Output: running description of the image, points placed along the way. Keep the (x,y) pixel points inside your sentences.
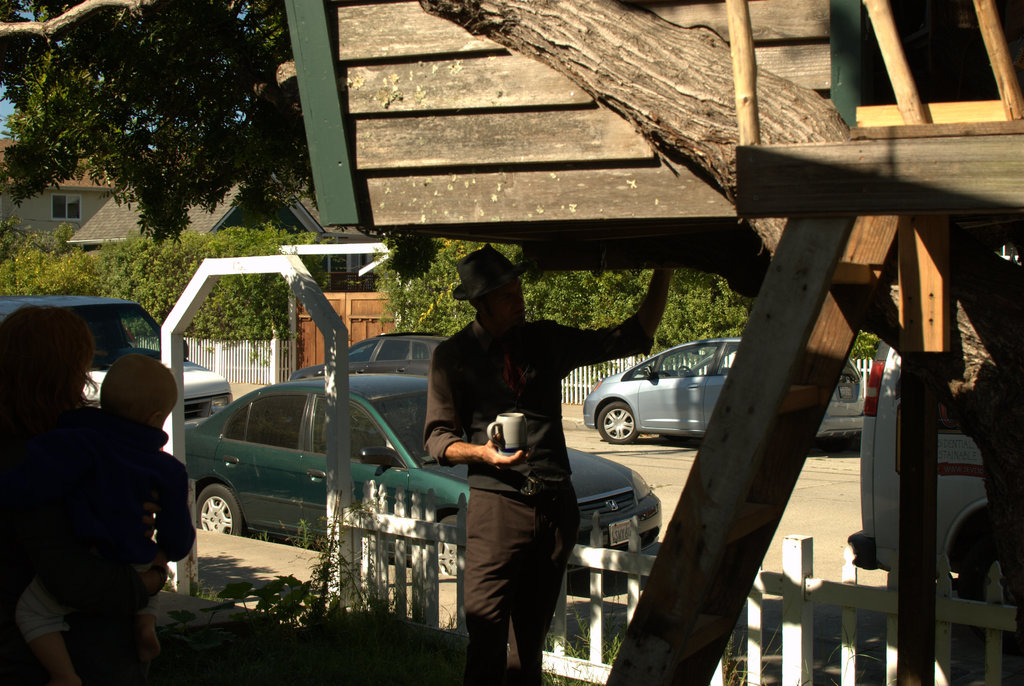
In this picture we can see a house (230,218), window (59,203), railings (256,343), trees (30,124), gate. We can see a person (523,312) is wearing a hat (472,282) and he is holding a cup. We can see the vehicles (405,340), branches (953,340), ladder (809,326), objects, rooftop (163,213), plants (410,265), arch (178,413) and the road (569,441). On the left side of the picture (90,639) we can see a woman (104,639) is carrying a kid (170,402).
